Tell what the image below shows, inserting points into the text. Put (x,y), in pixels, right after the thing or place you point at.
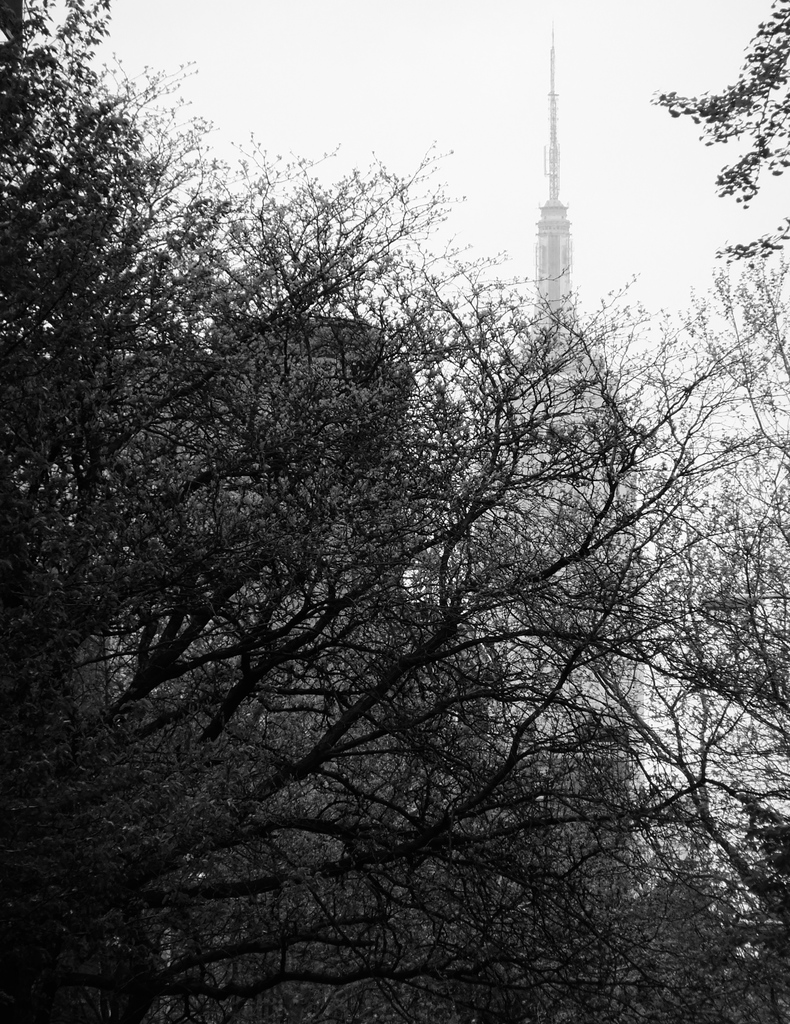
In this image in the foreground (220,608) there are some trees (379,495) and in the background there are skyscrapers (591,689) and buildings (480,607) on the top of the image (536,81) there is sky (688,207).
